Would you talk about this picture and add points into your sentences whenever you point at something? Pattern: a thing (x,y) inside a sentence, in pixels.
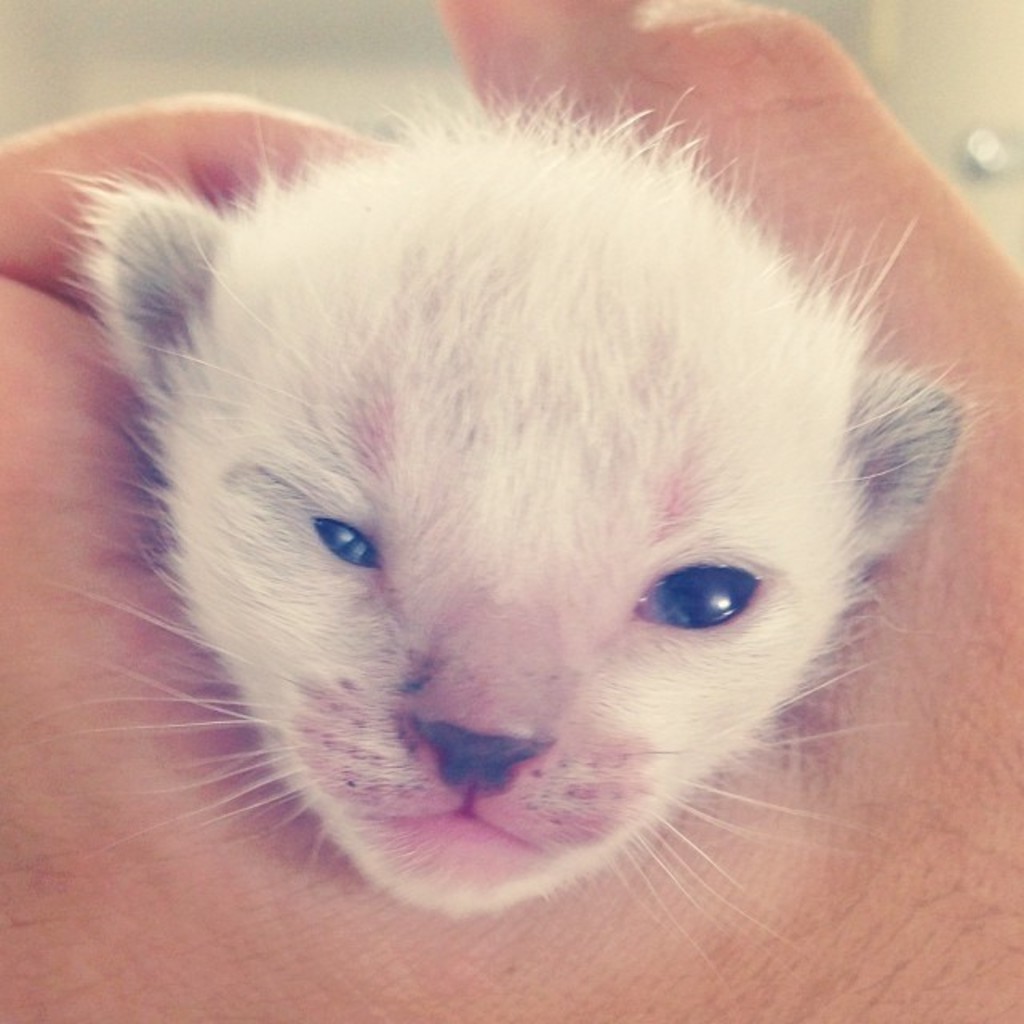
In this picture we can observe an animal (596,471) which is in white color. We can observe some white color fur (431,246) on it. This animal (506,428) is in the human hand (177,836).
